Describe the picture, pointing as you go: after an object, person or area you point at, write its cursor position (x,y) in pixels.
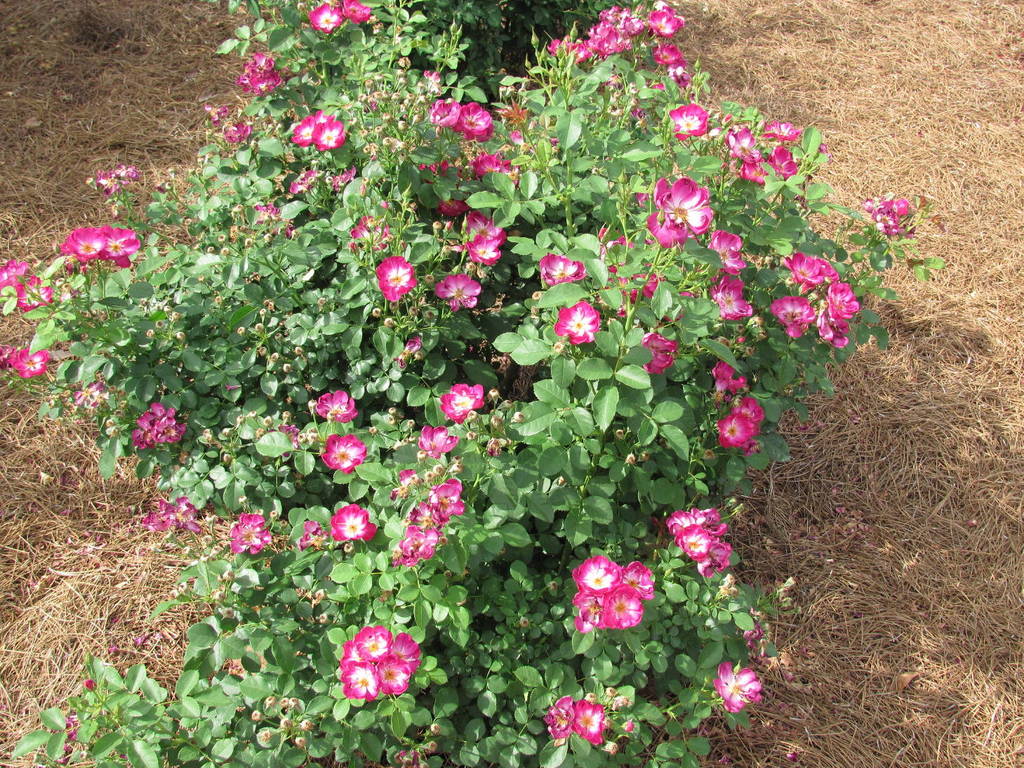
This image is consists of garden roses plants (558,307) in the image and there is dried grass floor (913,521) on the right (918,336) and left side of the image (95,53).
